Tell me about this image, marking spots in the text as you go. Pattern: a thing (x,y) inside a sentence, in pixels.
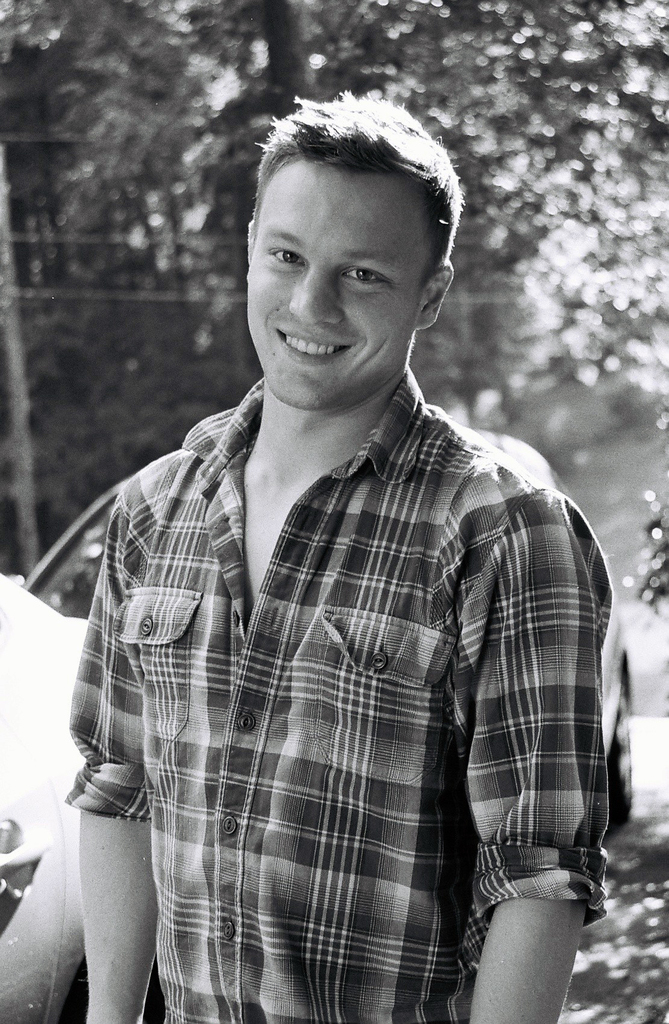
In this image I can see a people (394,581) standing and smiling. Back I can see trees (475,132). The image is in black and white.
